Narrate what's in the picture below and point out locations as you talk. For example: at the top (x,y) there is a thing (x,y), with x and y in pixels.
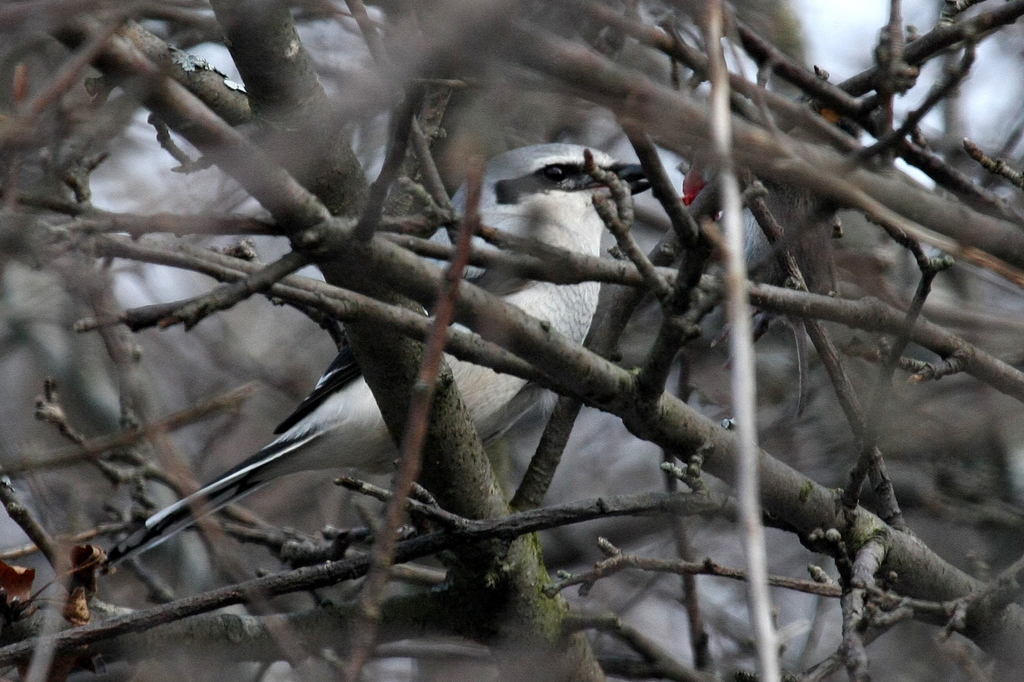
In this image, we can see a bird (507,382) and some animal (766,253) here. Here we can see so many stems (572,510) and dry leaves (86,549).
